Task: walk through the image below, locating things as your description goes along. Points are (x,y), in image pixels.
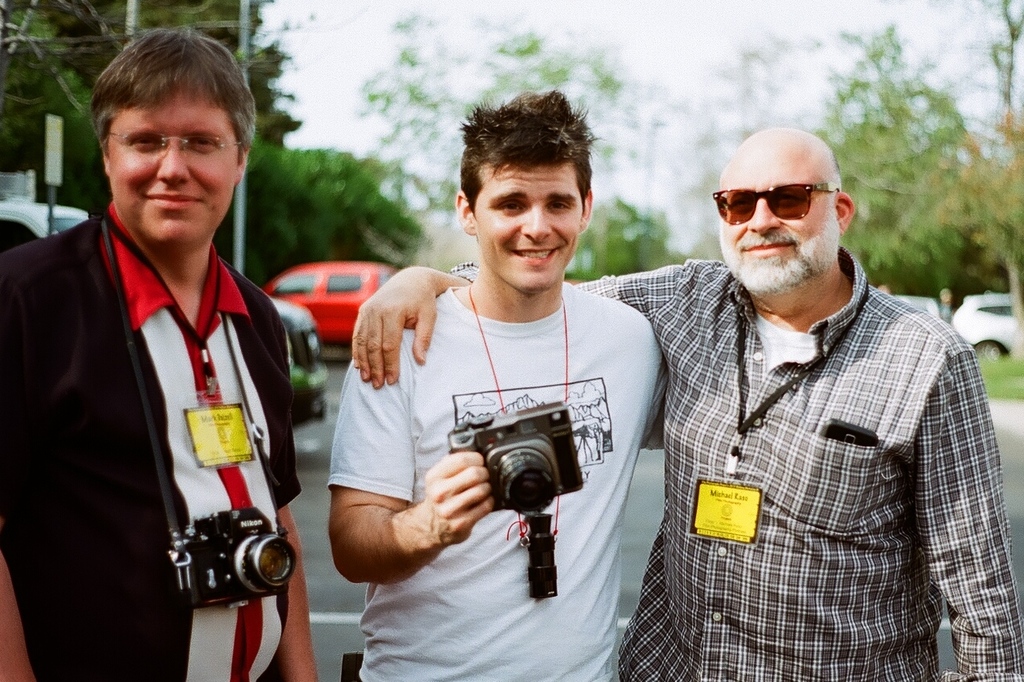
In this image in the front (416,406) there are persons (744,446) standing and smiling. In the center (487,408) there is a man (494,547) standing and holding a camera (510,474) and smiling. In the background (282,289) there are cars (322,306), trees (357,161), poles (133,25) and there's grass (1016,389) on the ground (1012,377).
